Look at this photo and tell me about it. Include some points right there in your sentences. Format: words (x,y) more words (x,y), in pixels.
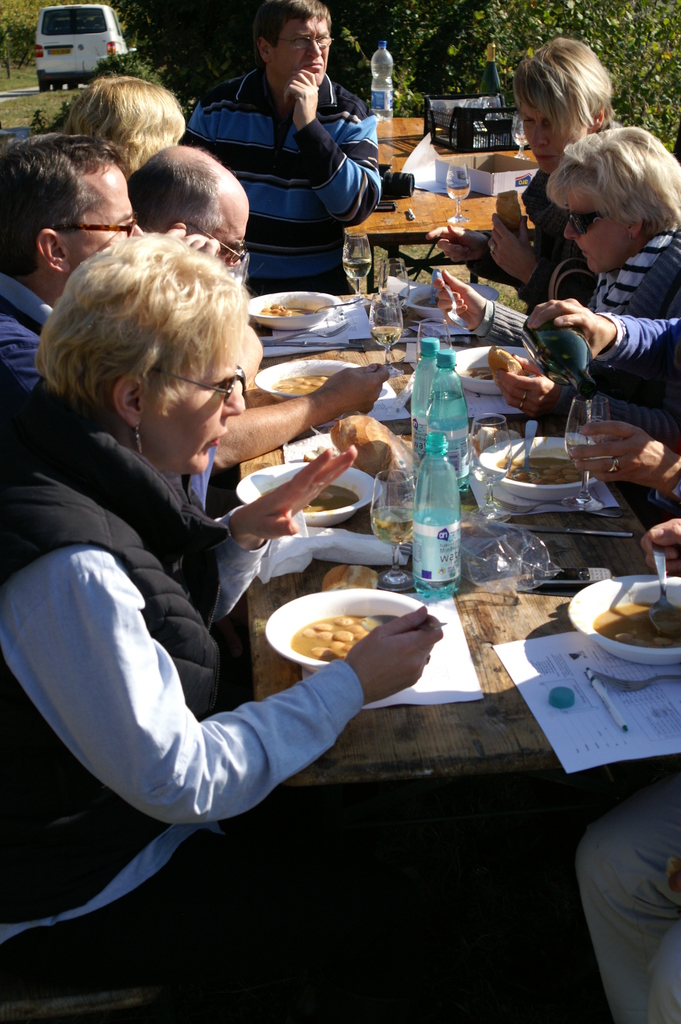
In this picture a group of people (130,108) sitting and they have a table (500,668) in front of them and they are having their meal (293,312).
